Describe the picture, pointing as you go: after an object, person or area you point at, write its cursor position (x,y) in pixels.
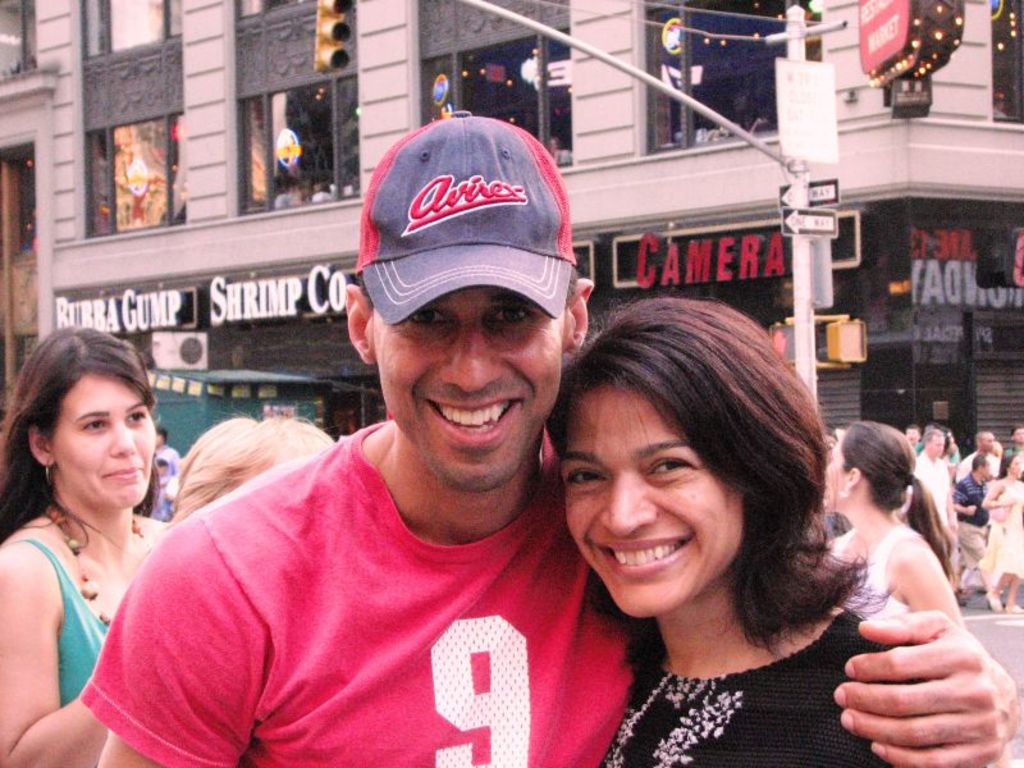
In this image there is a couple (369,526) standing and posing for the camera with a smile (632,567) on their face (626,423), behind them there are a few other people (828,460), in the background of the image (648,156) there is a traffic signal (813,257) and buildings (703,189).
